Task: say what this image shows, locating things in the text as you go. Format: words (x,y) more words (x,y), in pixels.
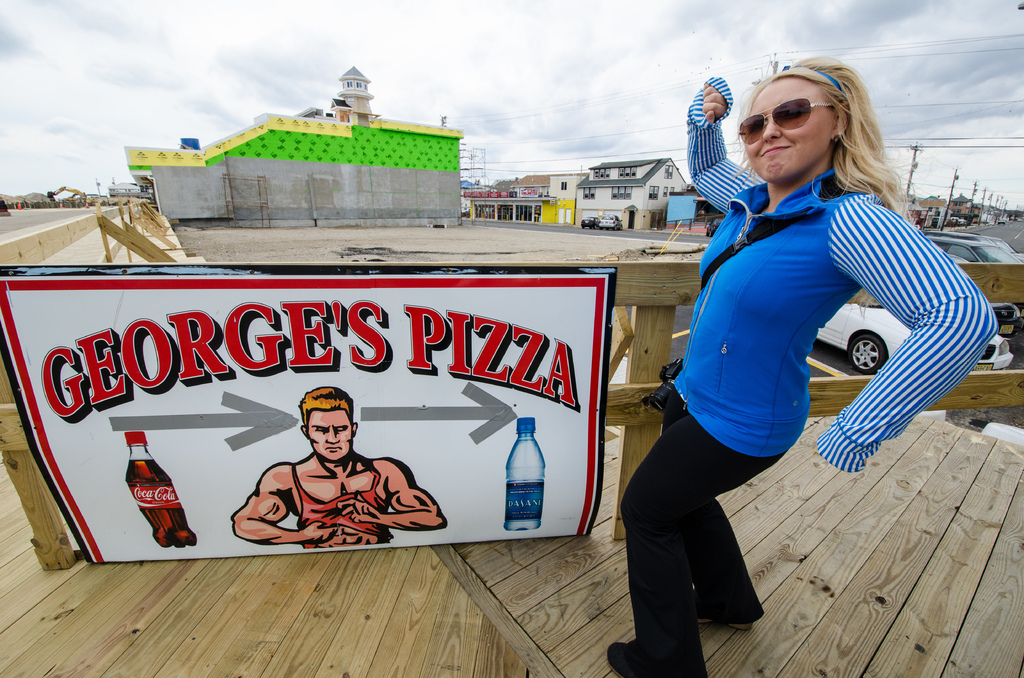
In this image there is a woman (888,308) standing on the floor (372,621). She is wearing goggles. She is carrying a camera (663,397). Beside her there is a fence (659,297) having a banner (437,285) attached to it. There are few vehicles (1014,328) are on the road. Background (943,206) there are few buildings (956,203). Right side (983,191) there are few poles (954,174) connected with wires (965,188) are on the pavement (983,224). Top of image (283,51) there is sky (847,3) with some clouds (633,125).
